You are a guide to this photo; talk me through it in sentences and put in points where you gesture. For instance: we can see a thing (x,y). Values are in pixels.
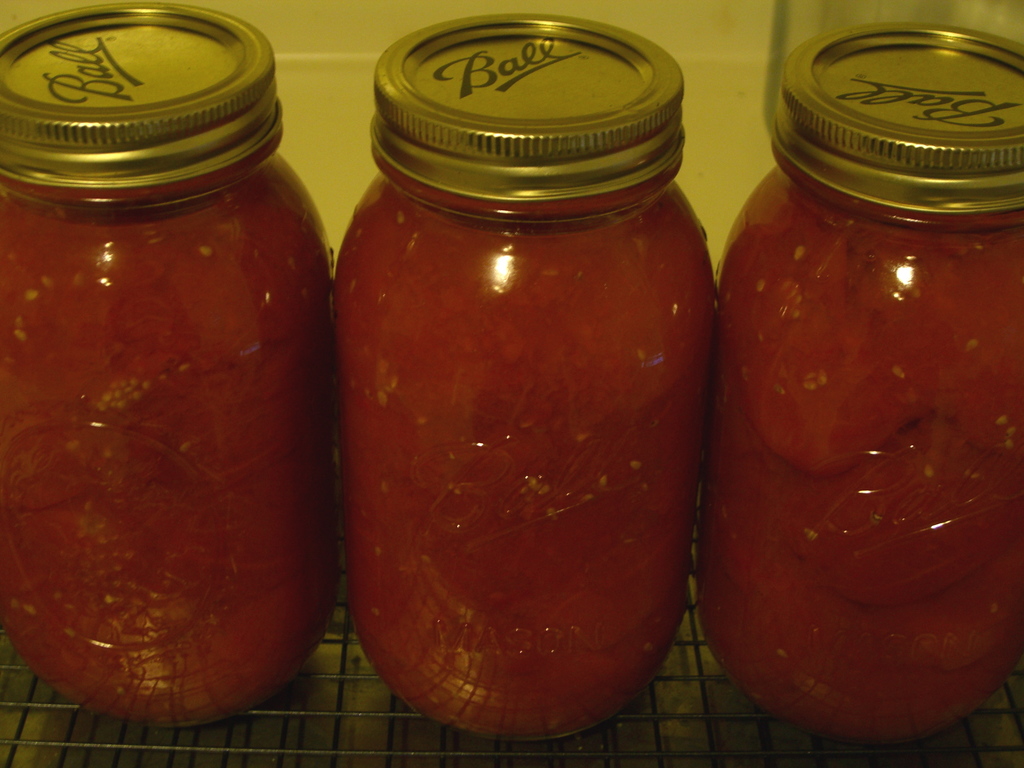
In the image there are three bottles (334,365) and the bottles (410,536) are filled with some sauces (547,391).
